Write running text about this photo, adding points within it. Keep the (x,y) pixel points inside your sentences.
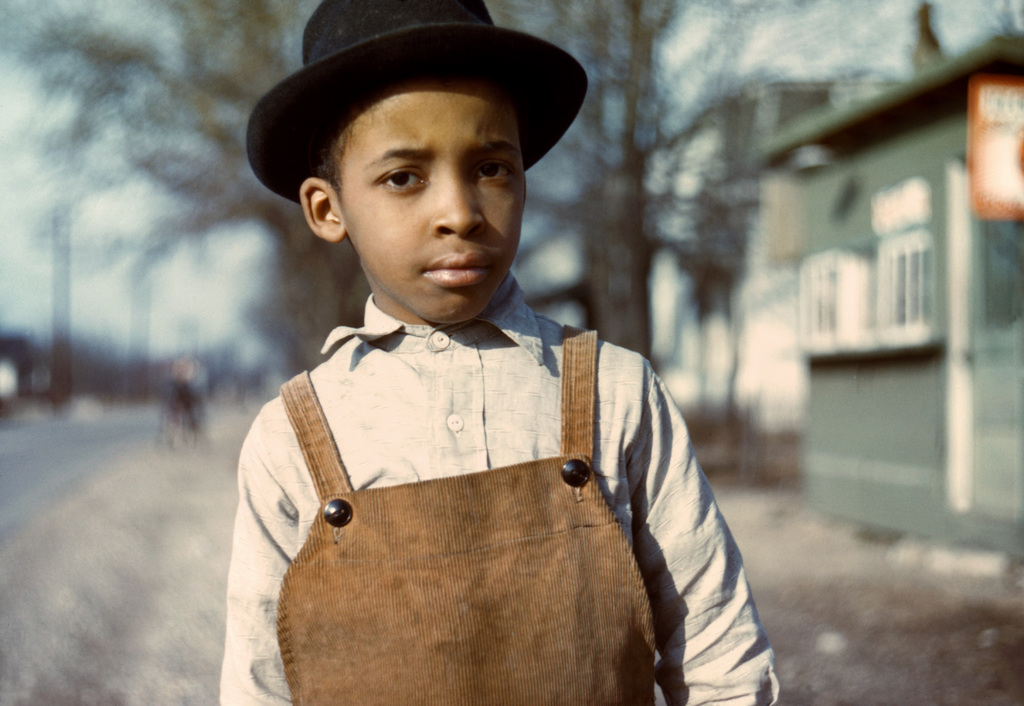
In this image we can see one child (423,480) wearing a cap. And we can see the dried trees (730,149). And the background (896,549) is blurry.
